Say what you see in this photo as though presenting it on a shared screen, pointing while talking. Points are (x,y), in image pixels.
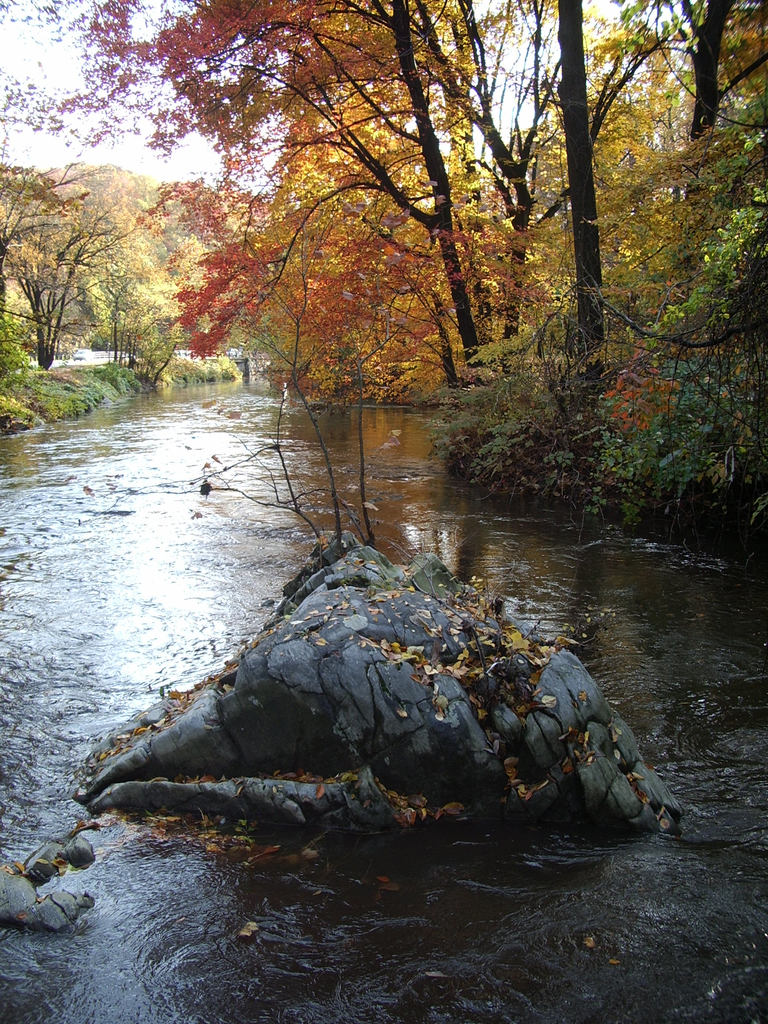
In this picture we can see water (449,497), few rocks (372,555) and trees (380,344).
